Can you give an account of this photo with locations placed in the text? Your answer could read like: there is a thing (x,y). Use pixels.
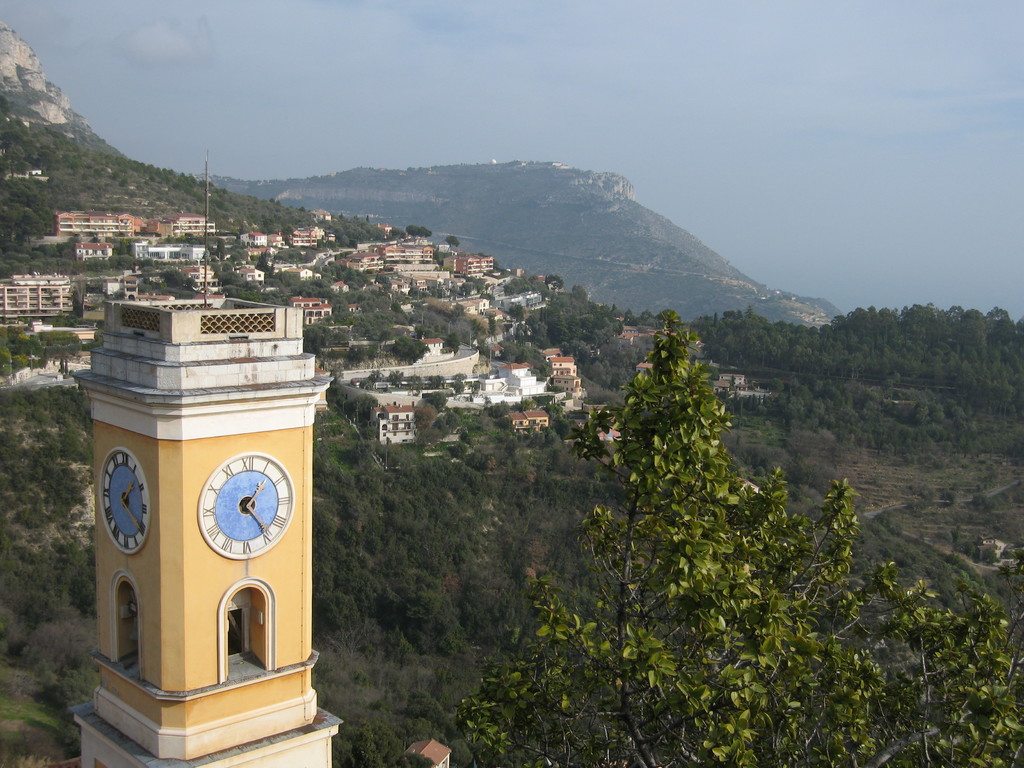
Here in this picture on the left side (306,537) we can see a clock tower (218,502) present and as it is an Aerial view we can see number of trees (607,444) and plants (486,602) present and we can see buildings (184,257) and houses (185,234) present all over there and in the far we can see mountains (81,181) covered with grass (595,252) and plants (633,291) and we can also see clouds (279,122) in the sky (743,130) over there.
